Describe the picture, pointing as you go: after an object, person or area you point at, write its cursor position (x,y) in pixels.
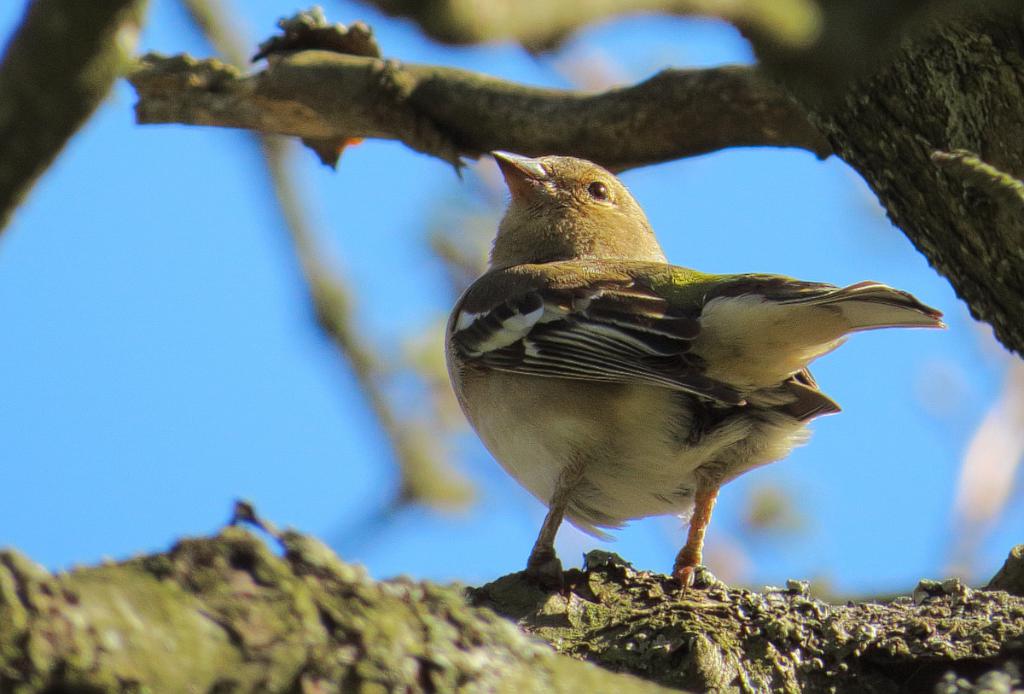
In this picture I can see a bird (559,425) on the tree bark (542,595) and I can see blue sky (130,362).
